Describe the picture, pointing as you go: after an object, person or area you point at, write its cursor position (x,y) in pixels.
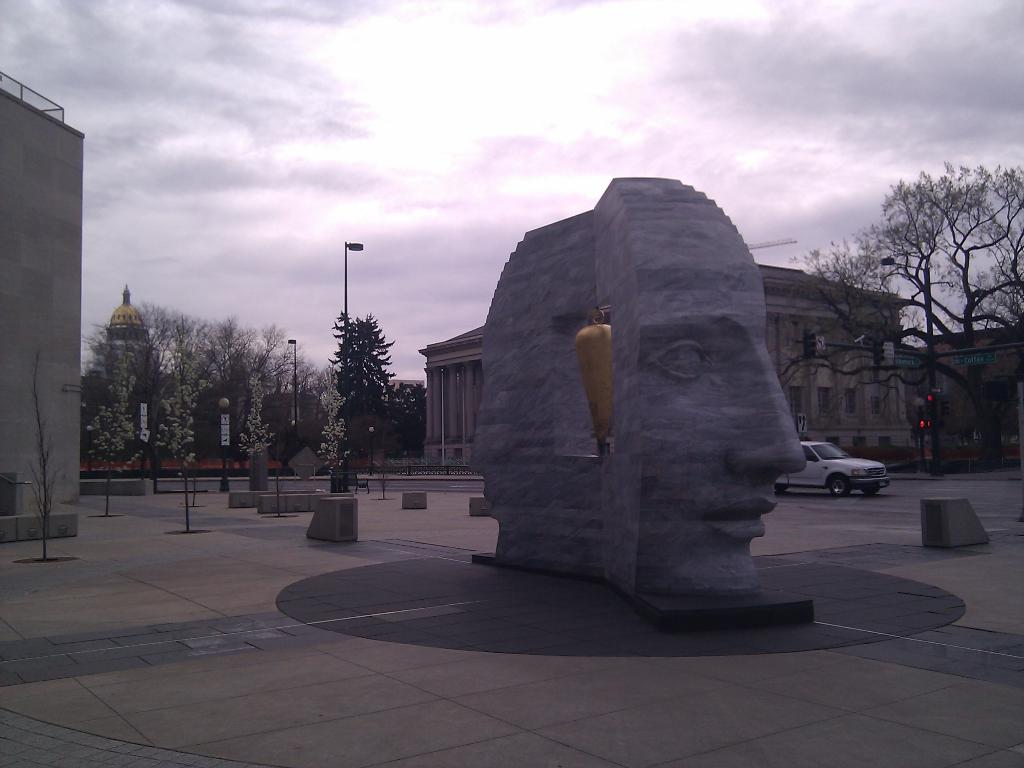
In this picture we can see a car (857,489) traveling on the road (786,493), there is a sculpture (716,486) here, we can see some trees (276,385) and flowers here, there is a pole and light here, on the left side (37,260) there is a wall (35,298), we can see building (878,378) in the background (819,331), there is sky (496,93) at the top of the picture (467,88).
